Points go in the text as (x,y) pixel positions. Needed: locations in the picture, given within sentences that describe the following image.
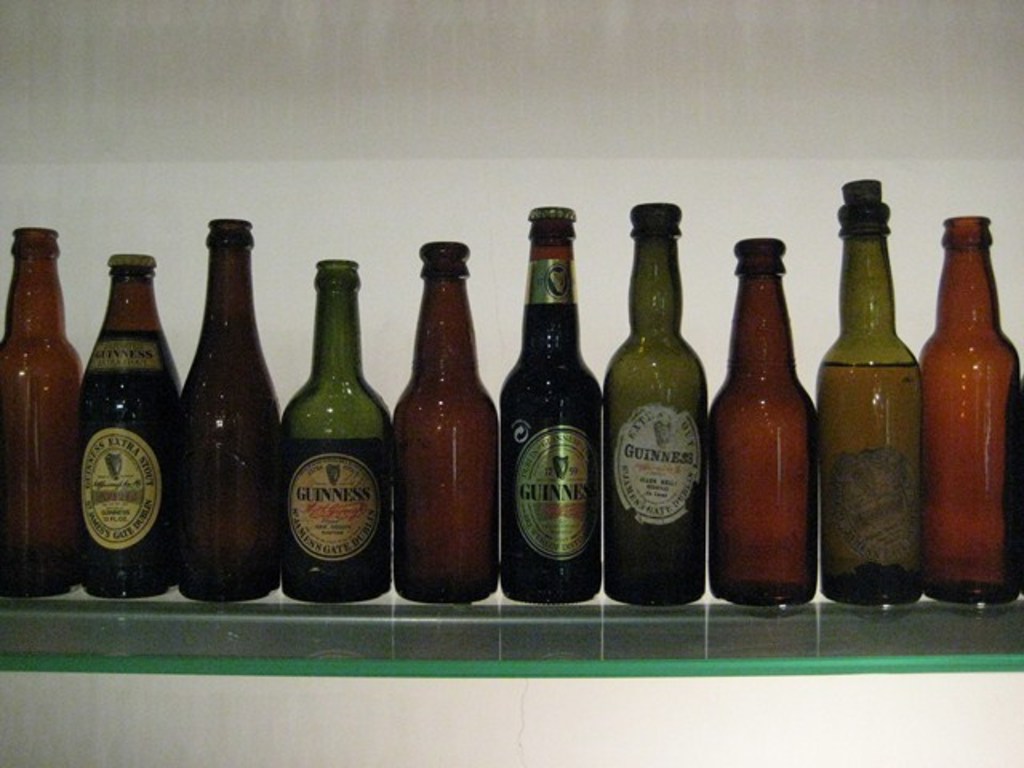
Here we can see a beer bottles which are arranged in a sequence on this glass shelf (295,621).
